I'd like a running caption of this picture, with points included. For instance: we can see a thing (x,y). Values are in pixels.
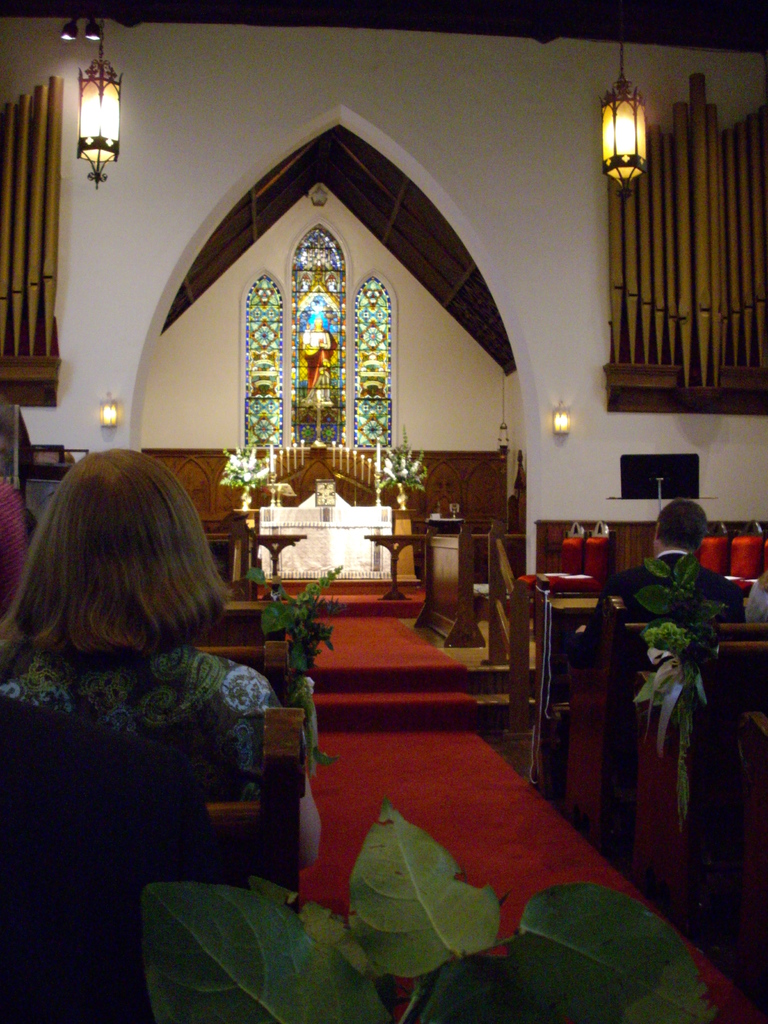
In this image there are two people (153,732) sitting on the benches (541,586) inside a church (469,793), around them there are plants (197,915), lamps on the walls (214,85), in front of them there are flower bouquets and cross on the table (325,524), behind the table (362,536) there are candles (272,475) and there is a glass window (312,356) with painting (313,336) on the wall (209,291).
